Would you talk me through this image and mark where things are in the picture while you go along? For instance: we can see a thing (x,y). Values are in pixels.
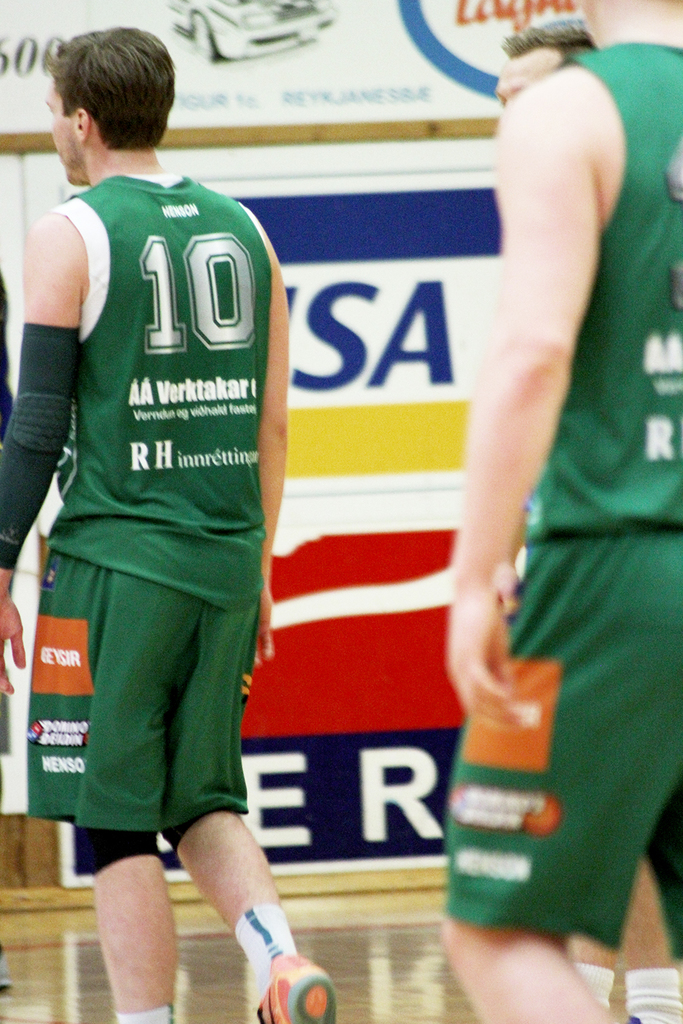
In this picture there are sportsmen (669,204) on the right (527,267) and left side of the image (225,437) and there are posters (327,466) in the background area of the image (333,458).
